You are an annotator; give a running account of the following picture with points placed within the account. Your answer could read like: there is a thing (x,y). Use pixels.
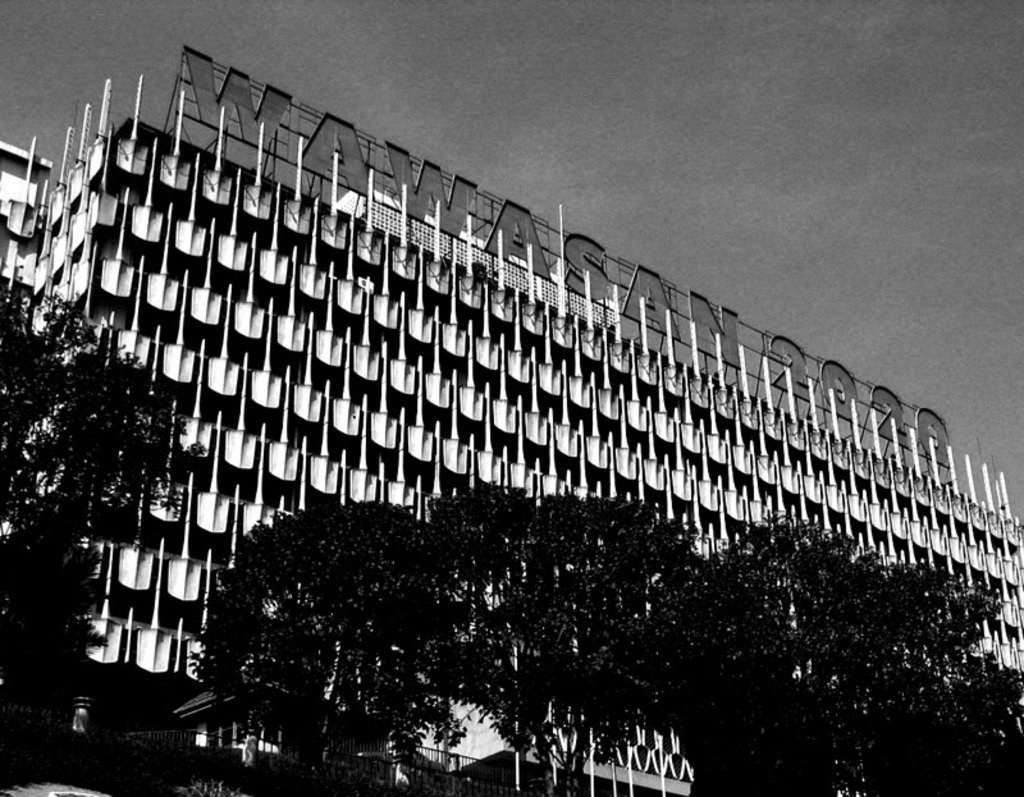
This picture is an black and white image. In this image, we can see some trees (749,678), buildings (879,428). On the top (948,158), we can see a sky (942,161).
